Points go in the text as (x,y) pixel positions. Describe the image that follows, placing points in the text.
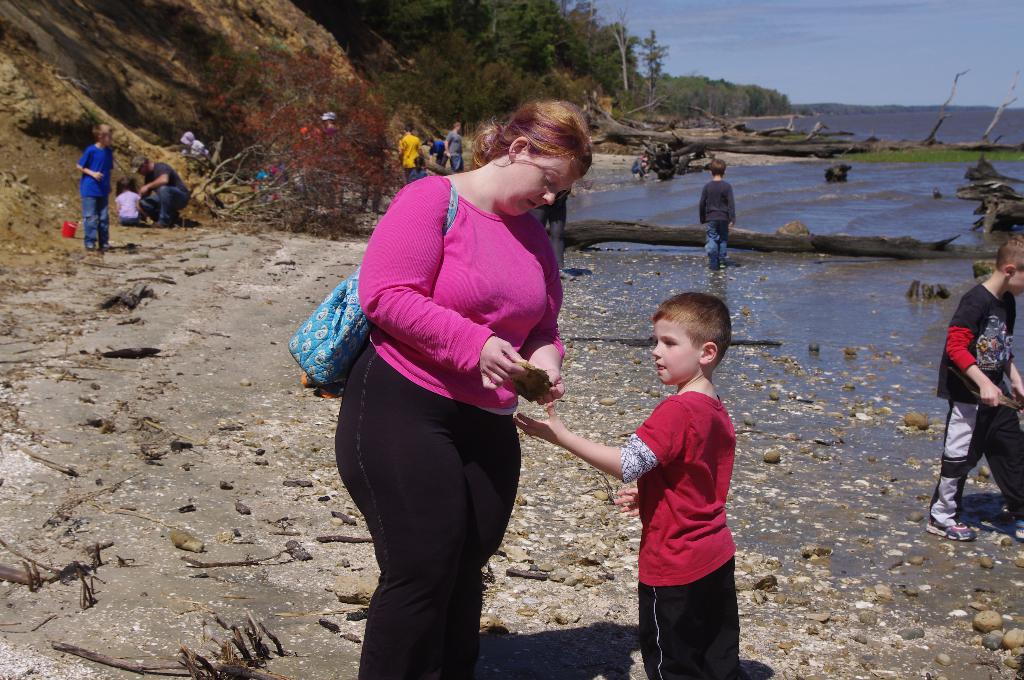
In this image there is a woman (496,293) and a boy (597,455) are standing, there are group of people (993,373), trees (624,102), water (1009,114), and in the background (881,72) there is sky (778,60).
